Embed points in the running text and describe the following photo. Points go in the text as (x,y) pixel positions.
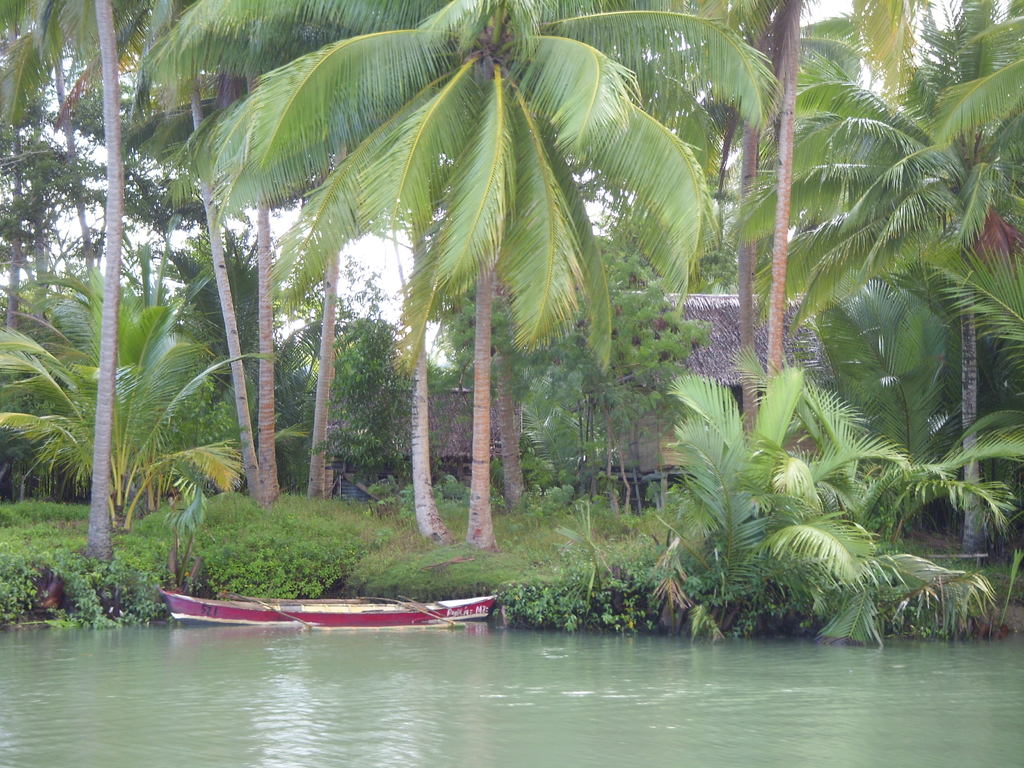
In this picture, we can see water (680,701), the boat (273,622), ground (266,538) with grass (287,538), plants (171,568), trees (692,453), houses (632,473), and the sky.
